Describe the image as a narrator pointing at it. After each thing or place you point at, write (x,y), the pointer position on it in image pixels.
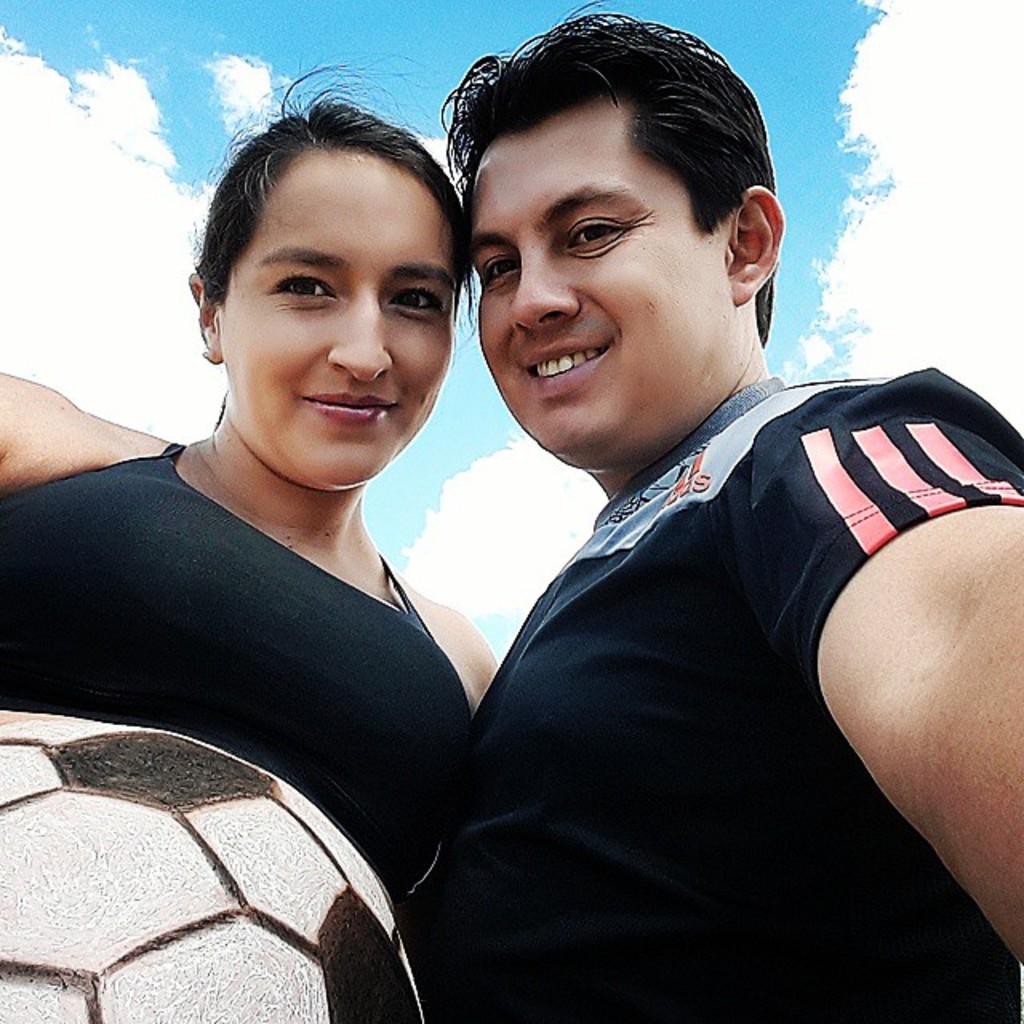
In this image I can see two persons (337,750) and a ball (207,878).
